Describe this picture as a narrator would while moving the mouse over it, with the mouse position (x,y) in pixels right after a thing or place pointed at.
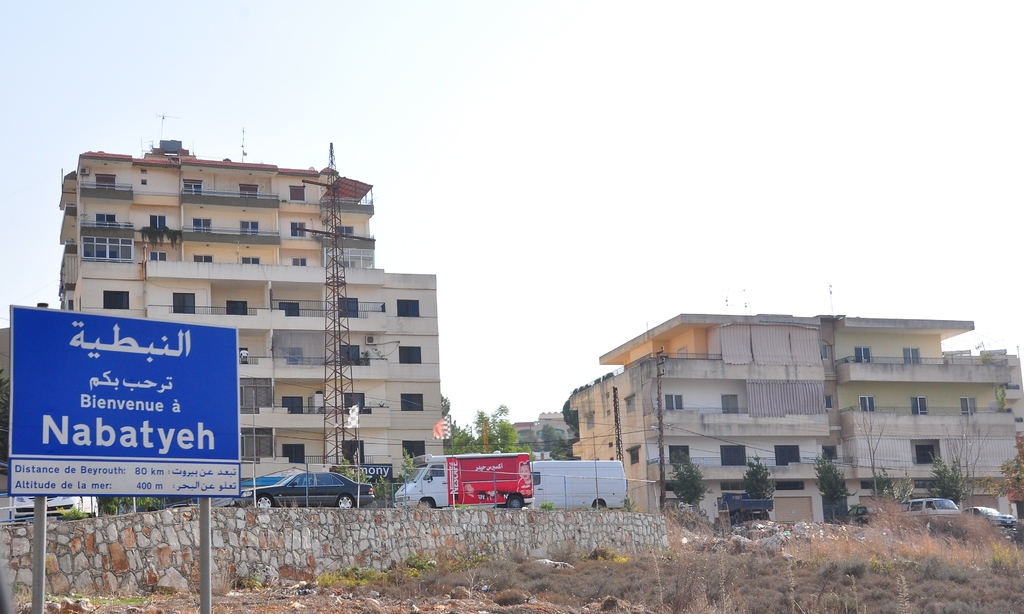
In this image we can see a few buildings (396,466), there are some vehicles (353,491), trees (399,482), poles (359,479), grille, windows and boards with some text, also we can see a tower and the wall (437,533), in the background (783,77), we can see the sky (748,182).
